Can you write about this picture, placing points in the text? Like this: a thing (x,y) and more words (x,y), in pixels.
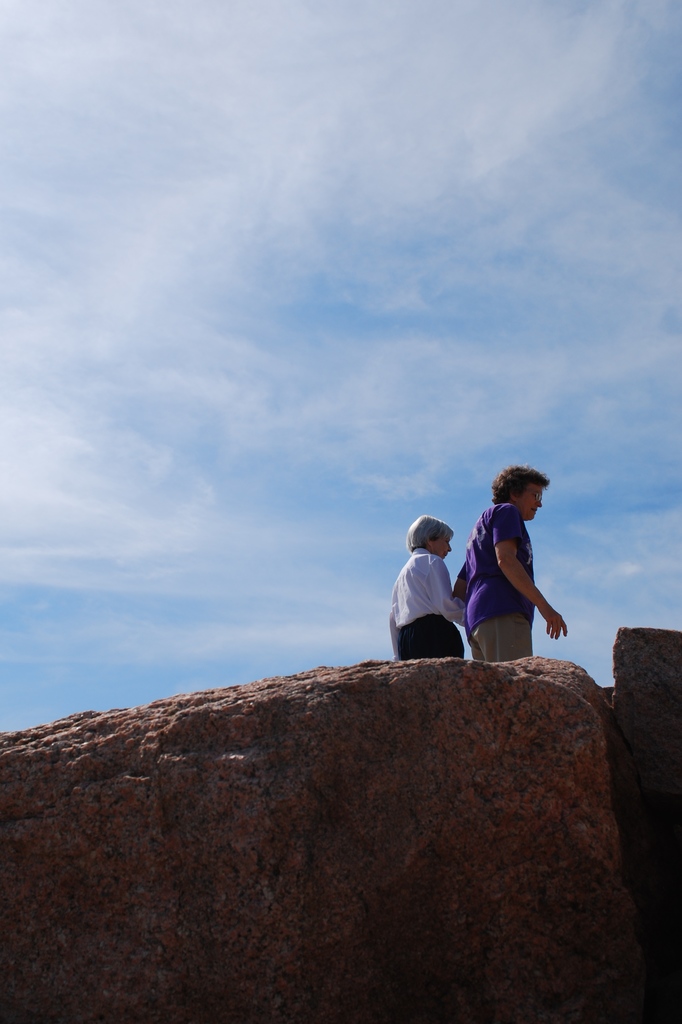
In the picture we can see the rock (455,820), on it we can see two people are standing, and behind them we can see the sky (378,282) with clouds (515,229).
